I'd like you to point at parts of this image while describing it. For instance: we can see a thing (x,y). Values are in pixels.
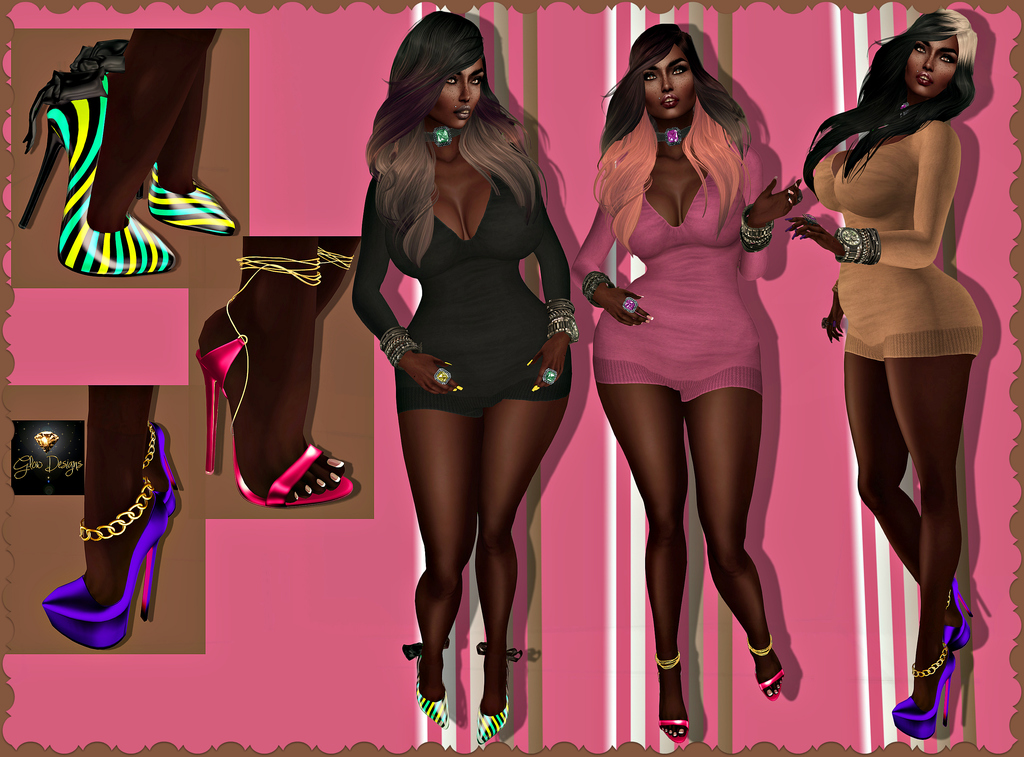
In this image I can see depiction of women (371,154), clothes (496,267) and sandals (96,614). I can also see pink colour in background (796,533).
